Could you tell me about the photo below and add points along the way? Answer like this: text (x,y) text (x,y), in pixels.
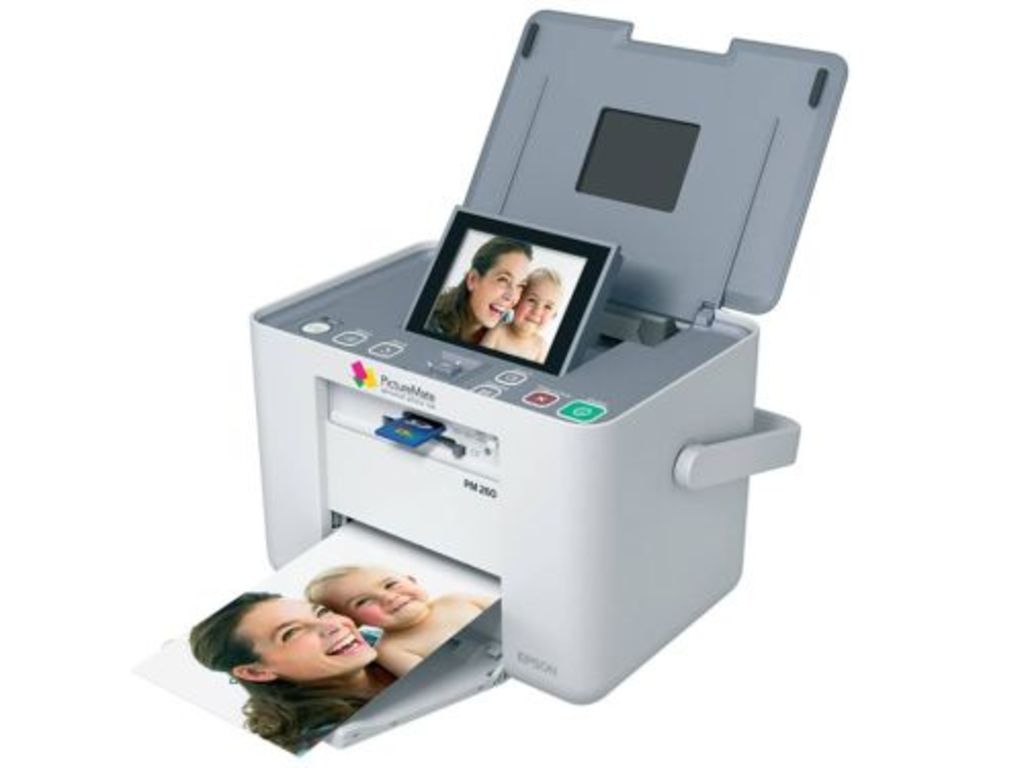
In the image we can see the printer (572,377) and photos (328,632). In the photo (369,644) we can see a woman (327,666) and a baby (365,620) smiling.
